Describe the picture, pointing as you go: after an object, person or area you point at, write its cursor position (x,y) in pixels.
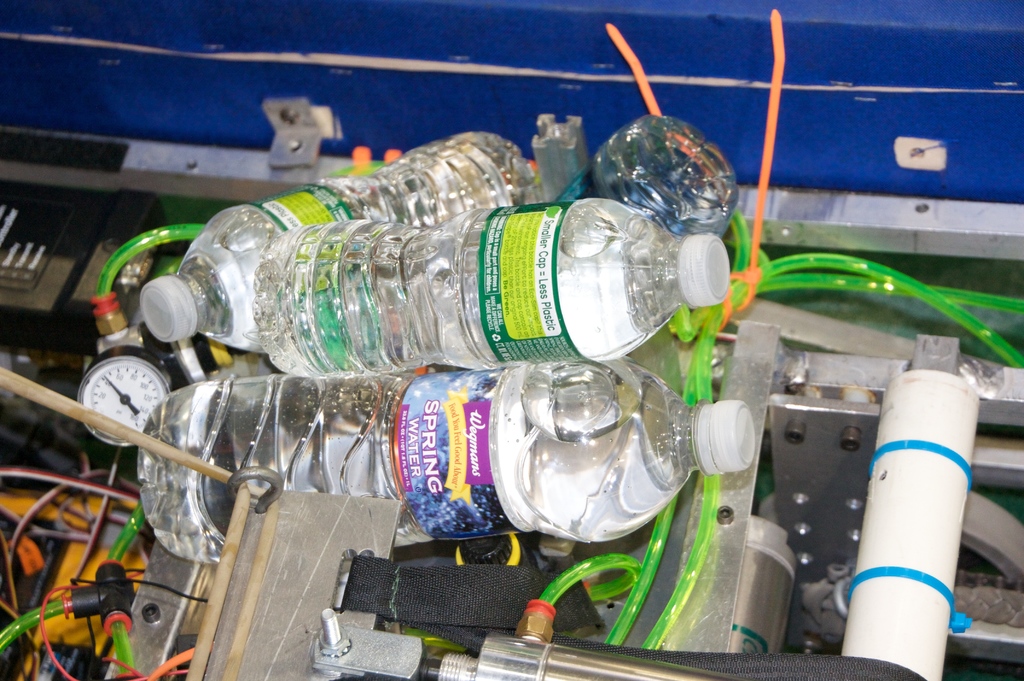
Here I can see the bottles (563,323), metal objects (795,483), wires (96,521), some devices (120,388) and some more objects (159,441) are placed in a box (934,234).
